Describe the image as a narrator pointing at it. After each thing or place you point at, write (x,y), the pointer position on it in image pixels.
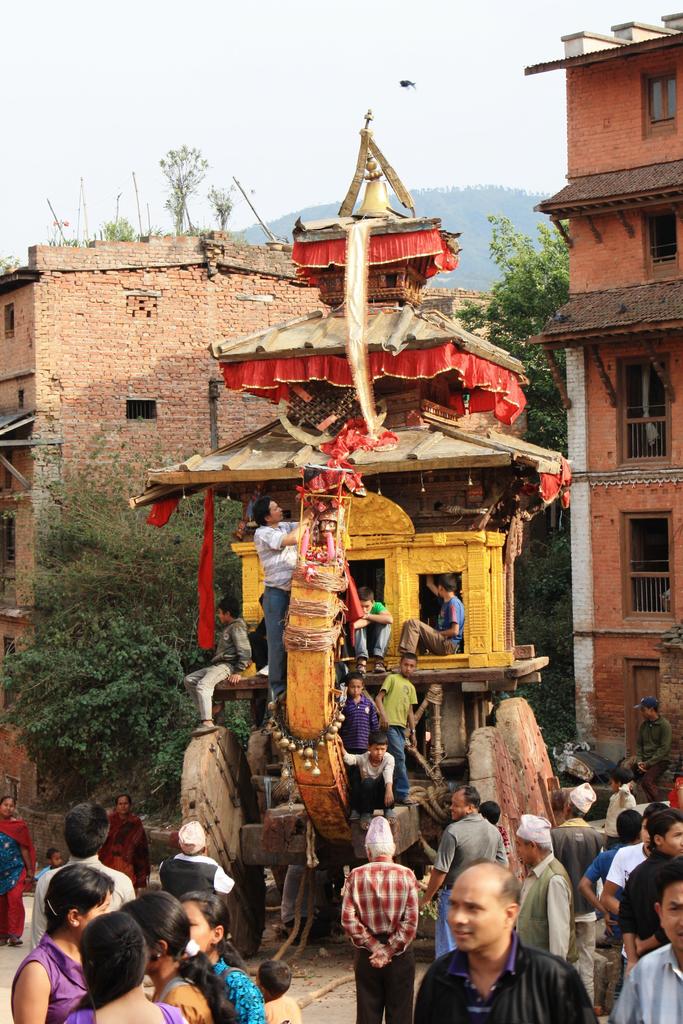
In this image we can see a wooden hut like structure (261,834) with wheels (237,793) and children (362,743) on it. Bottom of the image (155,870) men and women (149,923) are standing. Background of the image (74,715) buildings (574,370) and trees (59,654) are there. At the top of the image (192,31) sky (205,49) is present.
